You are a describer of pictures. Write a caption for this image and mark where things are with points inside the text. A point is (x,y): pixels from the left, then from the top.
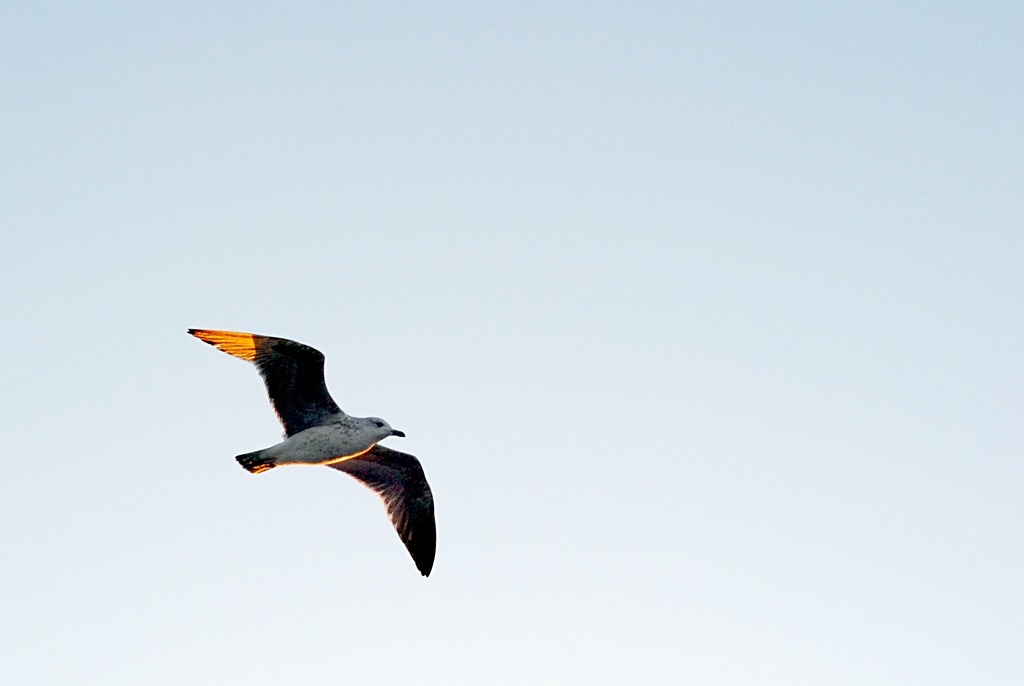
In this image, on the left side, we can see a bird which is flying in the air (387,537). In the background (387,537), we can see a sky (78,376).
